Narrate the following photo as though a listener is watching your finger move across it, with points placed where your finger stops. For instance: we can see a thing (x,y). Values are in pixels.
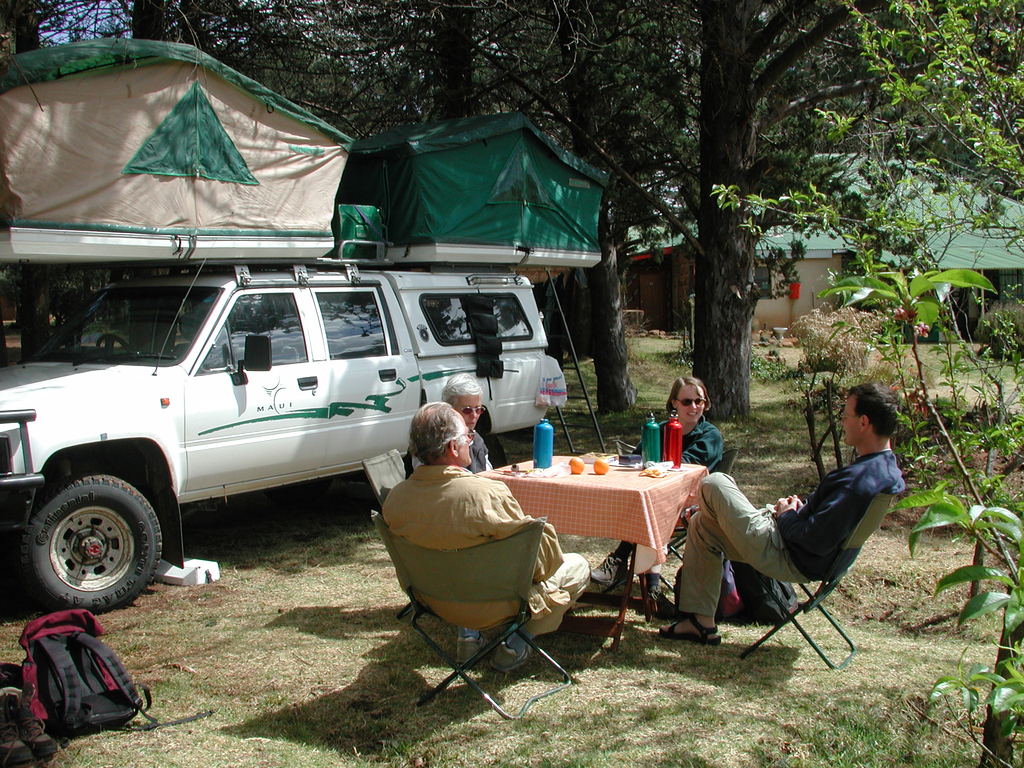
This image consists of four persons (742,522) sitting in the chairs (684,534) around the table (583,527). The table (622,517) is covered with a cloth (629,483) on which we can see the bottles (648,457) and fruits (601,460). On the left (209,364), there is a vehicle (79,396) and there are tents (221,150). At the bottom (706,719), there is green grass (674,744) on which there are bags (83,695). On the right (996,729), there are plants (1002,716). In the background (488,3), there are trees (891,234). In the background (829,302), there is a small house (825,300).
